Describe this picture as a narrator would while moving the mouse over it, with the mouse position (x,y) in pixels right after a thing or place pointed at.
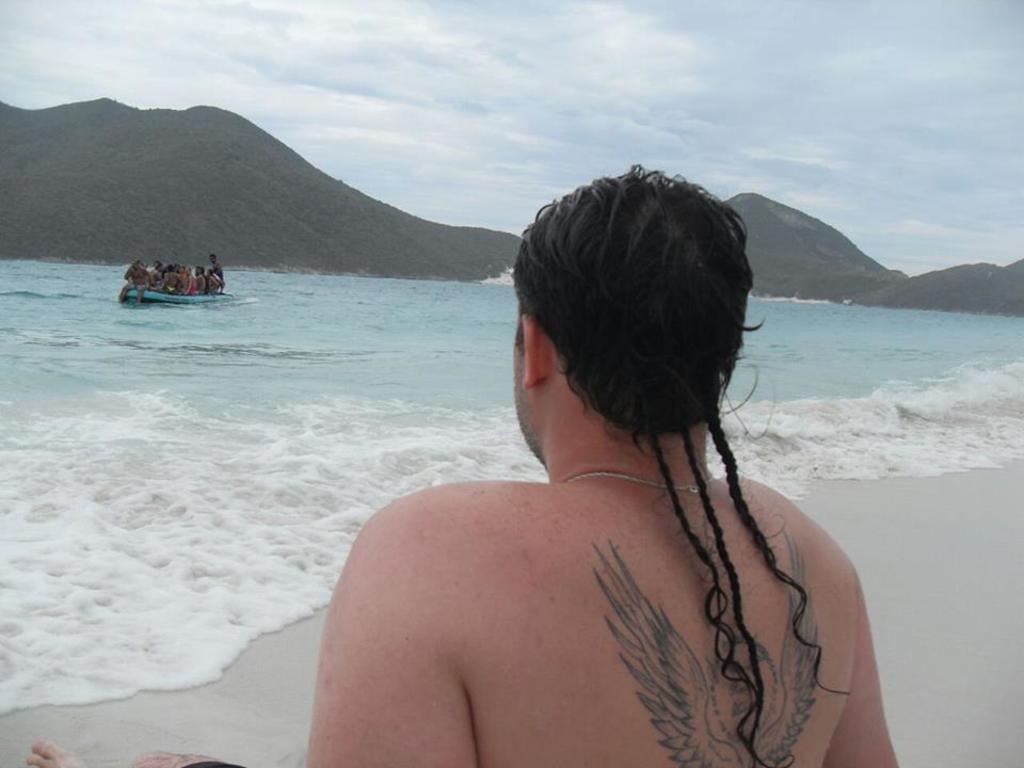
In this picture I can observe a person (654,635) in the beach (153,699). In front of him there is an ocean (307,395). I can observe a boat (156,295) floating on the water (361,316). In the background (84,190) there are hills (798,238) and some clouds (427,115) in the sky (424,51).
